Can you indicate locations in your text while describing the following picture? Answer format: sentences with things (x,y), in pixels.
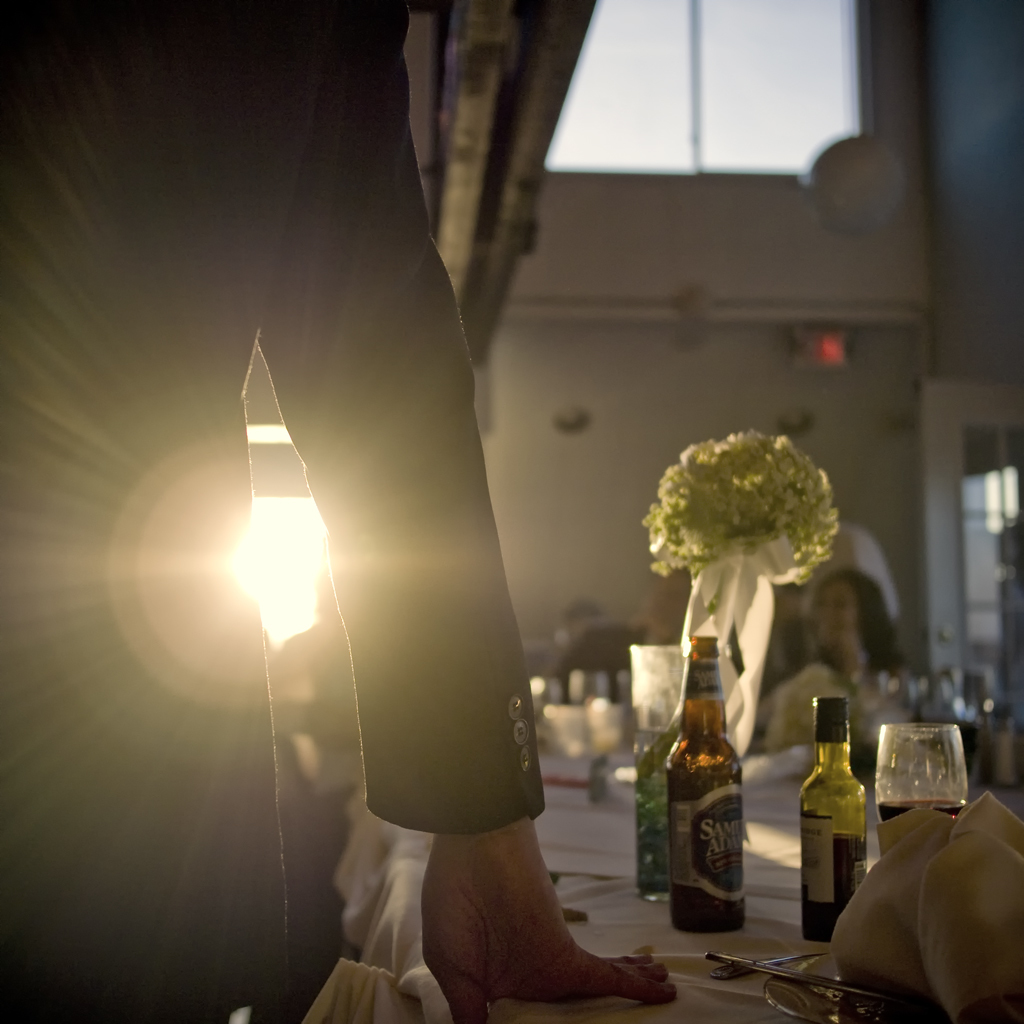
In the image on the left (248,254) we can see one man (358,520) standing. On the right (696,980) there is a table (640,940), on table (760,867) we can see glass (939,768), wine bottle (848,840), flower vase (652,780) etc. In the background (669,354) there is a wall (635,241), curtain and few persons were sitting on the chair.
